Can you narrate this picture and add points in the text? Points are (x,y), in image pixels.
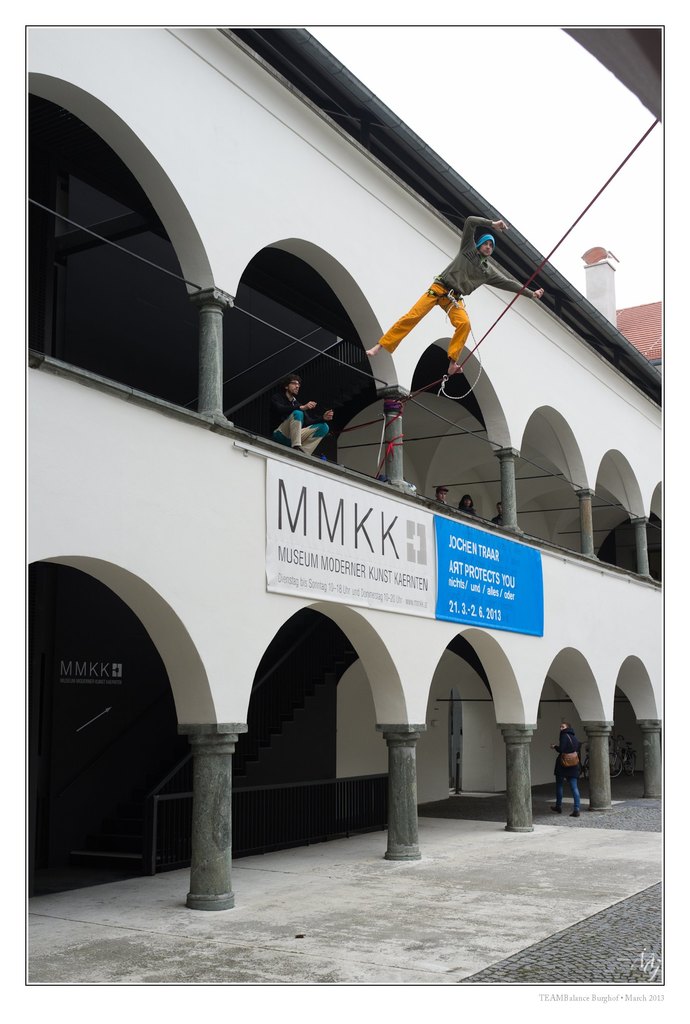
In this image a person (447,292) is standing on a rope (405,399) which is tied to the pillar (396,435) of a building (250,495). A person (292,393) is on the balcony (284,454). A board (333,540) is attached to the wall (617,636). Right top there is sky (494,82). Bottom of the image (591,902) there is a person (553,809) walking on the floor (561,847).
